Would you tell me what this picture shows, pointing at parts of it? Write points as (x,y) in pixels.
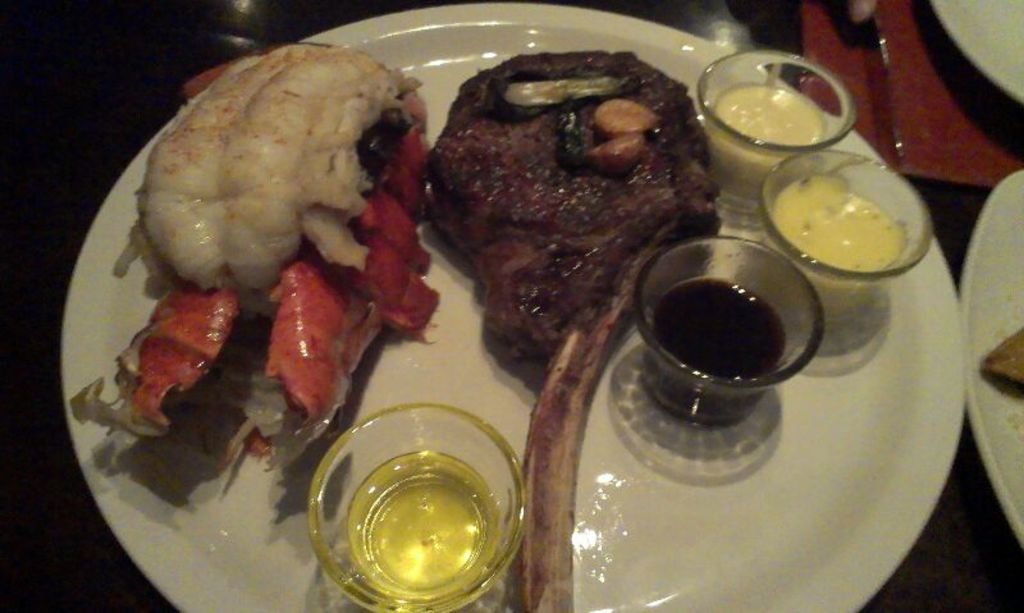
In this picture we can see a plate (831,482), we can see some food (615,221) and four cups (770,161) present in this plate (819,496).
